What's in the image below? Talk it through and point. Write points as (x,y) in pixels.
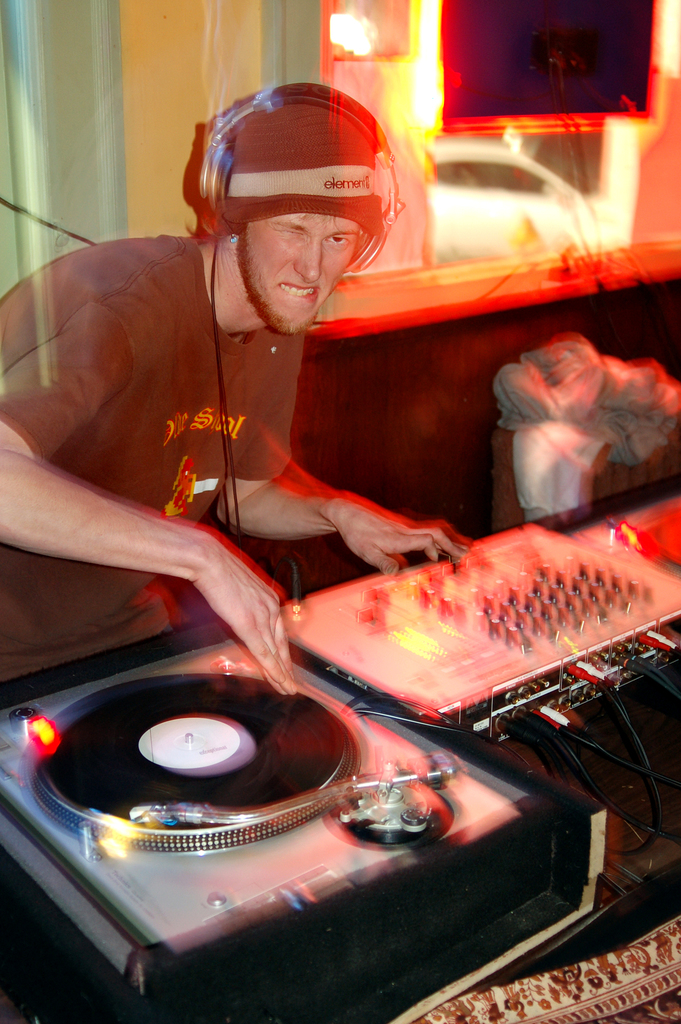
In this image a man (241,598) wearing a headphone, in front of him there is a musical instrument (316,783), in the background (241,66) there may be the wall (21,140), on which there is a light focus (393,87) visible.
